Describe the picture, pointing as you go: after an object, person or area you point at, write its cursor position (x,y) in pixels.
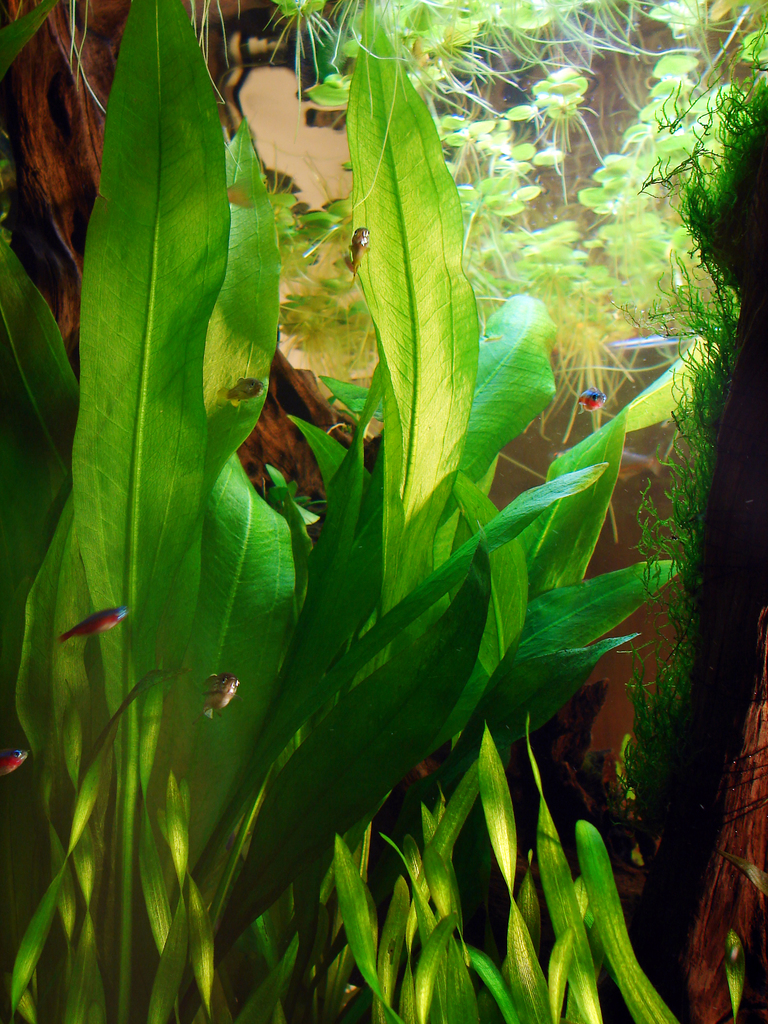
In the center of the image (303,559) there are leaves (353,690) and fish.
